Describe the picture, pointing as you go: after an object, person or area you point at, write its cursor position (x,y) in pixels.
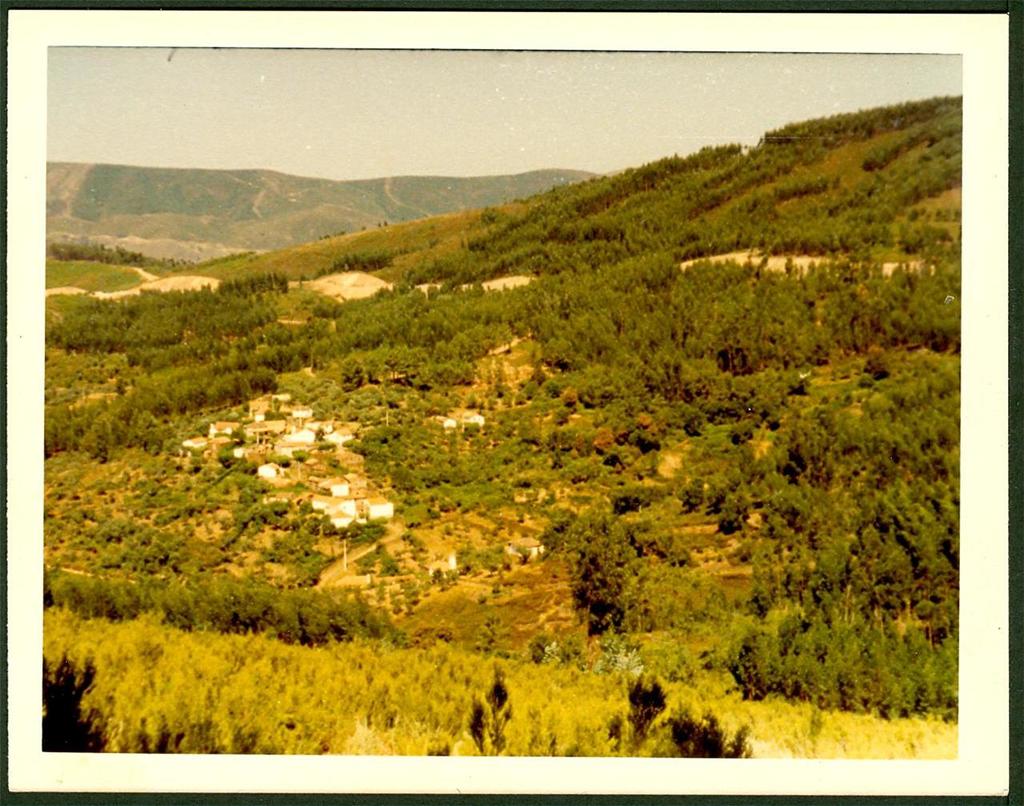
In this picture I can see the trees (403,491) and houses (307,447) in the middle (383,286), in the background (443,208) there are hills (498,193). At the top (546,125) I can see the sky (592,135).
